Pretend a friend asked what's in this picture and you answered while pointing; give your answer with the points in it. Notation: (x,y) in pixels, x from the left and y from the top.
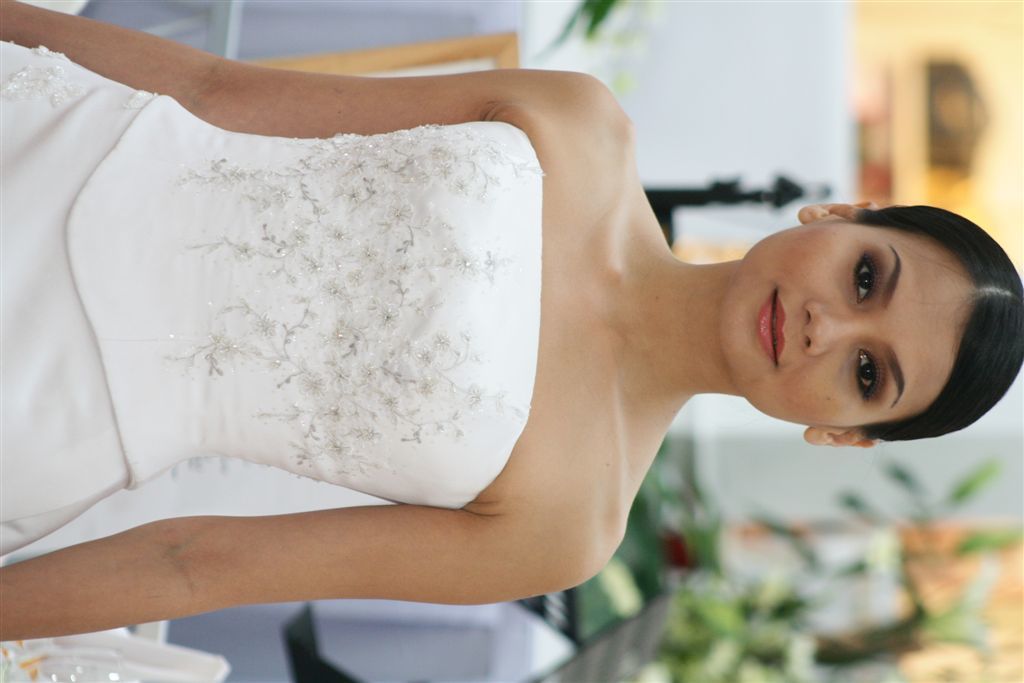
In this image there is a woman (547,466). She is wearing a white dress (150,353). She is smiling. Behind her there are tables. There is a cloth (549,639) spread on the table (546,23). There are house plants (689,593) and a candle holder (694,194) on the table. The background (818,48) is blurry.
